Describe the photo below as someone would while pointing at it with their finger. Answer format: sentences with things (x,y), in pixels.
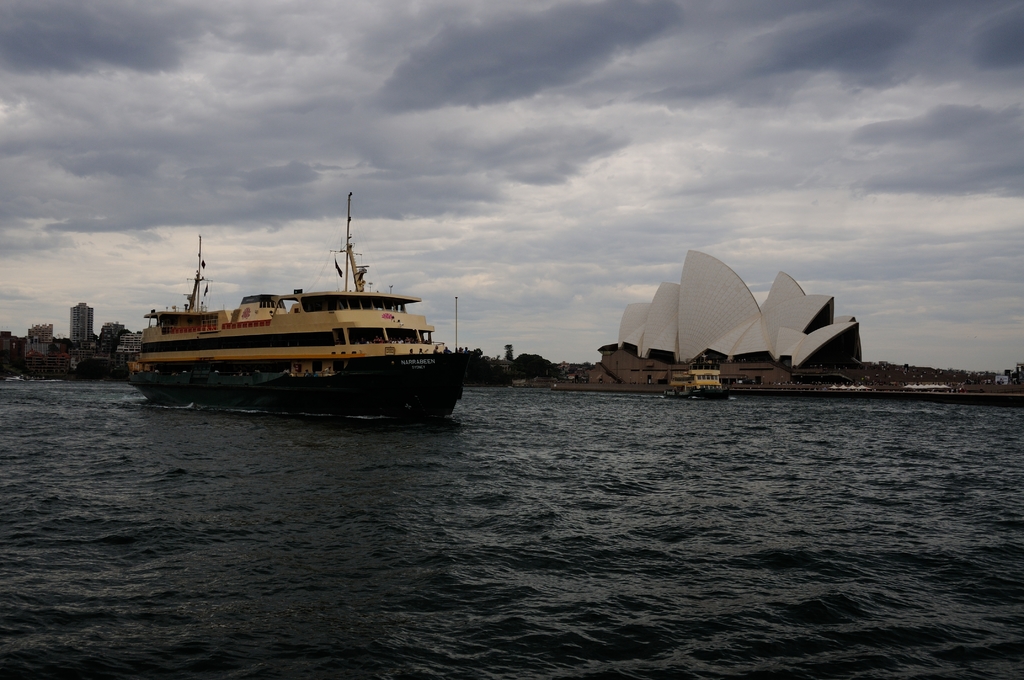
There are ships (338,324) on the water (472,534). Here we can see buildings (790,370), trees (474,371), and poles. In the background (433,190) there is sky (732,107) with clouds (839,213).
